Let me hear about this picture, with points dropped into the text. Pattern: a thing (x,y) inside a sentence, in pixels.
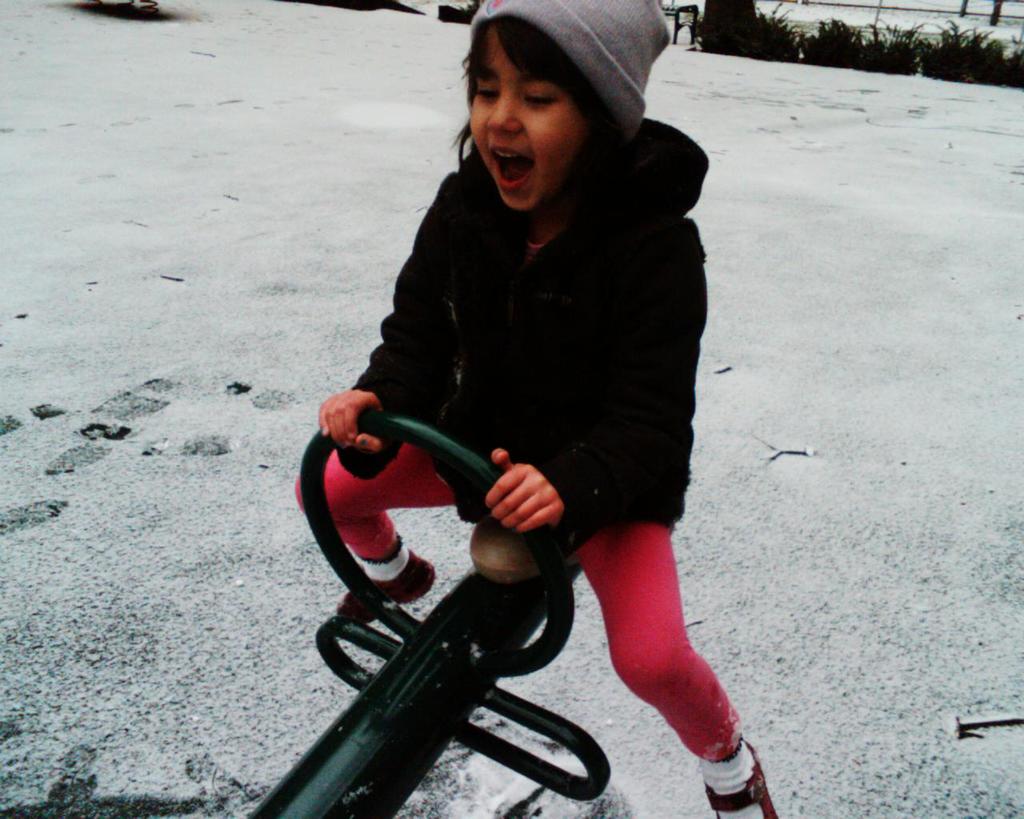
In this picture we can see a girl (541,284) wore a jacket (484,268), cap (563,28) and sitting on a seesaw (305,776) and in the background (293,133) we can see snow (166,159), trees (769,40).
